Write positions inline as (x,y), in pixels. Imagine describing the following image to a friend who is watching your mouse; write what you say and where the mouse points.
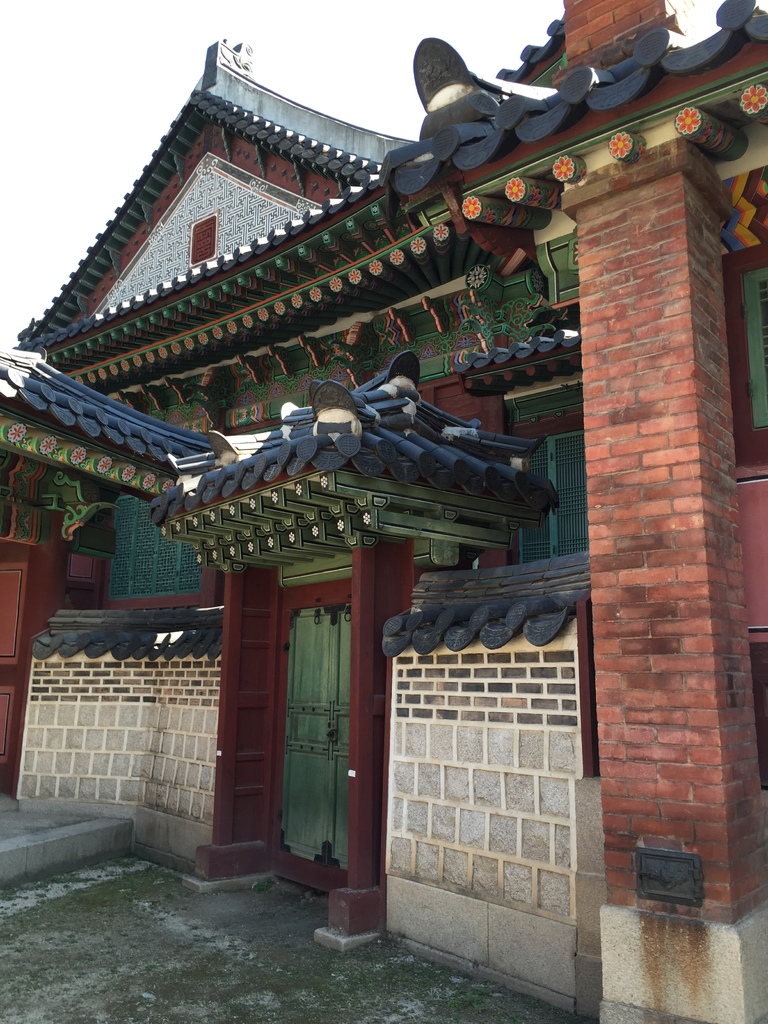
In the picture I can see a building (288,632), fence (403,792) and doors (303,782). In the background (382,123) I can see the sky (386,107).
